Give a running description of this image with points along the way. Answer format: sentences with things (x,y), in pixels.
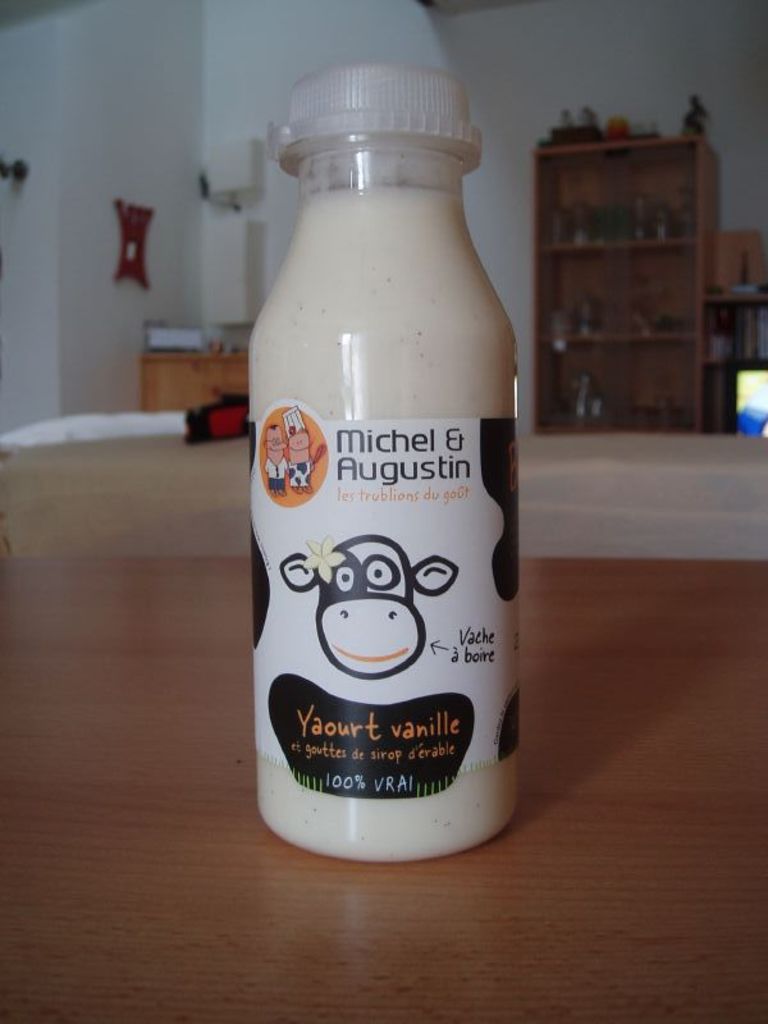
In this image, we can see a bottle (397,491) there is a sticker (372,601) on it. That is placed on a wooden table (526,832). Background (640,244) we can see right side (567,299), some cupboard (661,249) few items (606,232) are placed in it. On left side (230,390), there is a cupboard (194,357), there are few items (192,343) are placed. Here there is a white color piece (229,248) and some hanging (135,231) and wall (82,306) we can see. At the right side (755,413), the screen (755,403) is viewing.
